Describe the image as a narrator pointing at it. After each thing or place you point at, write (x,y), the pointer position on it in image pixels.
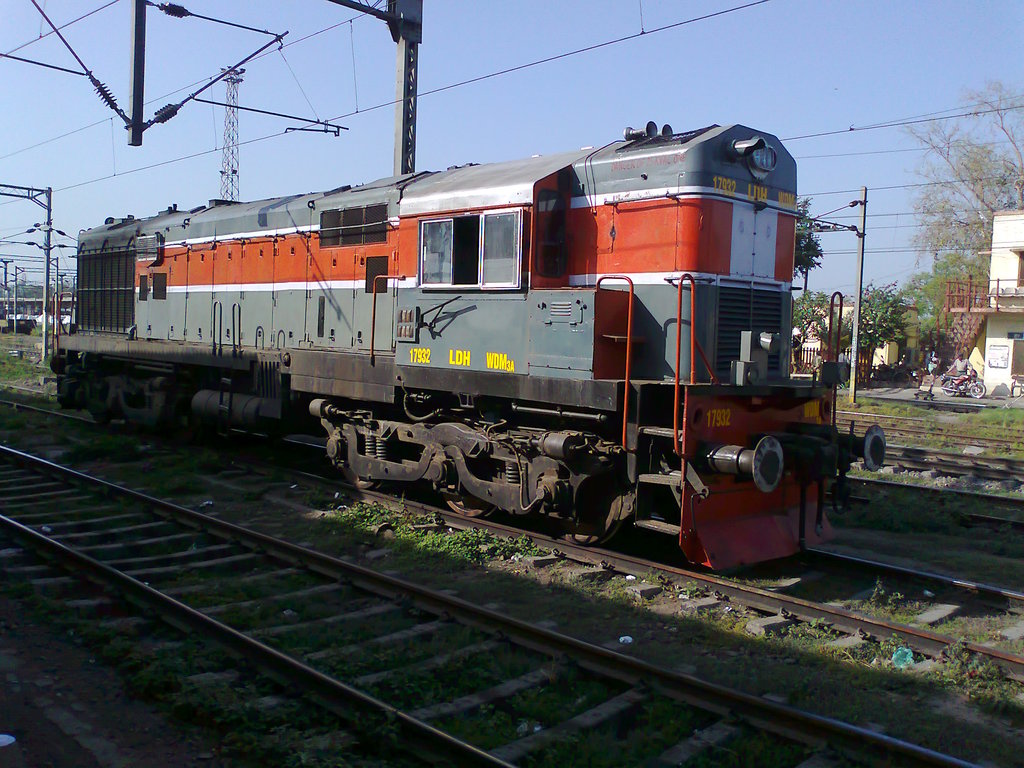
In this image I can see a train (369,382) which is in gray and orange color on the track (660,568). Background (937,193) I can see few electric poles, trees (952,189) in green color and sky (647,66) in blue color.
